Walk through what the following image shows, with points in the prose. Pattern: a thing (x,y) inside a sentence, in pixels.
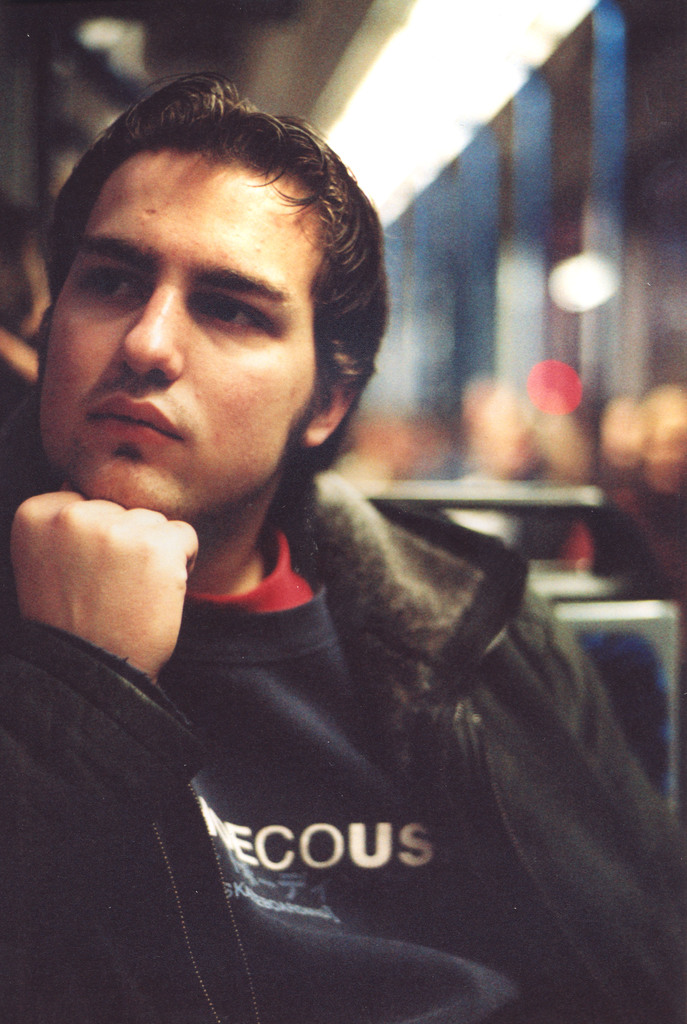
In this image there is a man (258,745) sitting on chair (583,604), in the background (501,370) it is blurred.
